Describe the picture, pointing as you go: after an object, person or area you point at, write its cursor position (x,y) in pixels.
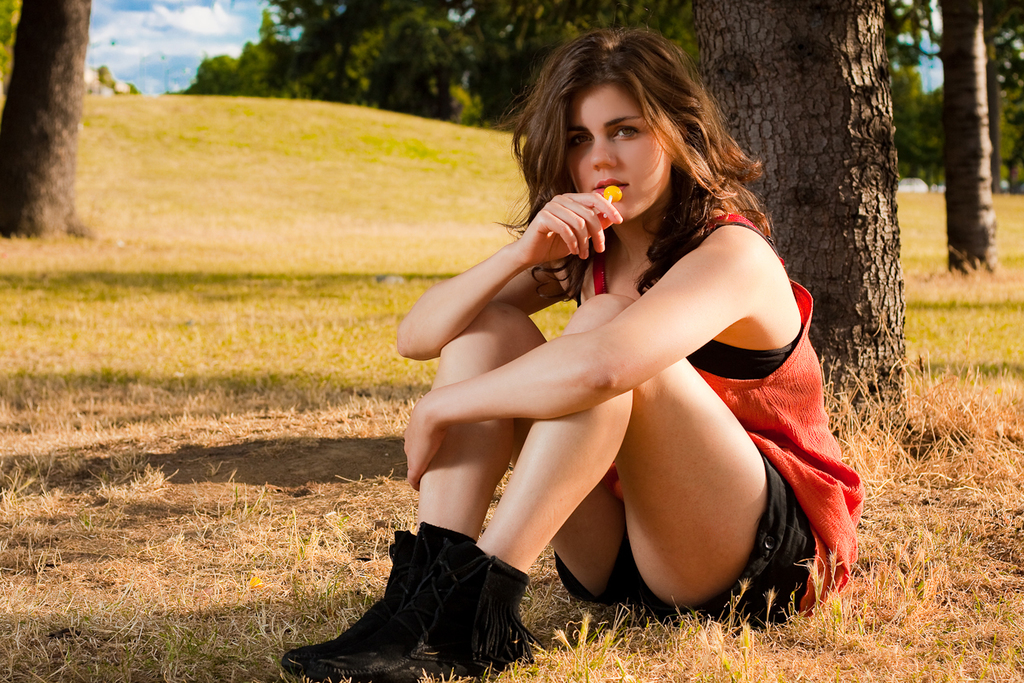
In this picture there is a woman (523,494) sitting and holding the candy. At the back (54,8) there are trees (291,9). At the top (97,26) there is sky (185,41) and there are clouds (148,12). At the bottom (210,518) there is grass (254,407). On the right side of the image (915,188) it looks like a vehicle (918,179).
